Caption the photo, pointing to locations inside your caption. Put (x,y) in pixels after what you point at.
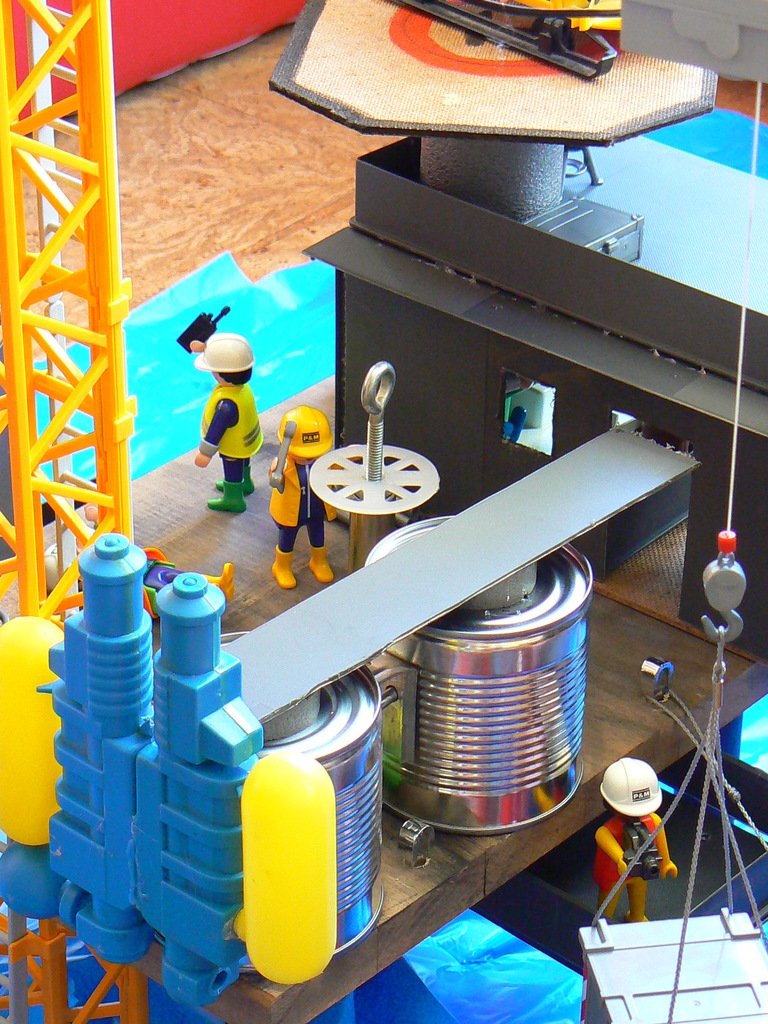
In this picture, we see toys (281,846), tins (421,809), tower (92,375) and black color box (480,479) on the table (227,521). Behind that, we see a blue color sheet (296,302). On the right side (760,118), we see a crane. At the top of the picture (187,24), we see a red color sheet (204,22).
